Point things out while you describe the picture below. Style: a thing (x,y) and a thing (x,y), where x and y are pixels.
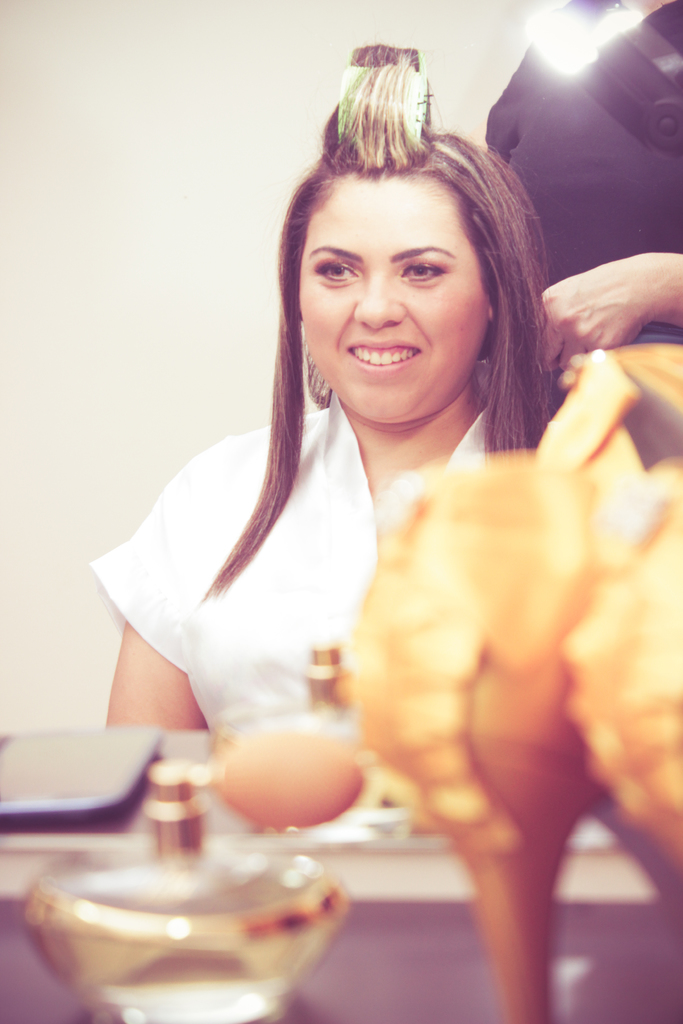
In this image, we can see people (410,230) and there are some objects (474,596) and bottles (332,662) on the stand (408,992). At the top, there is a light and in the background (97,322), there is a wall (110,476).
